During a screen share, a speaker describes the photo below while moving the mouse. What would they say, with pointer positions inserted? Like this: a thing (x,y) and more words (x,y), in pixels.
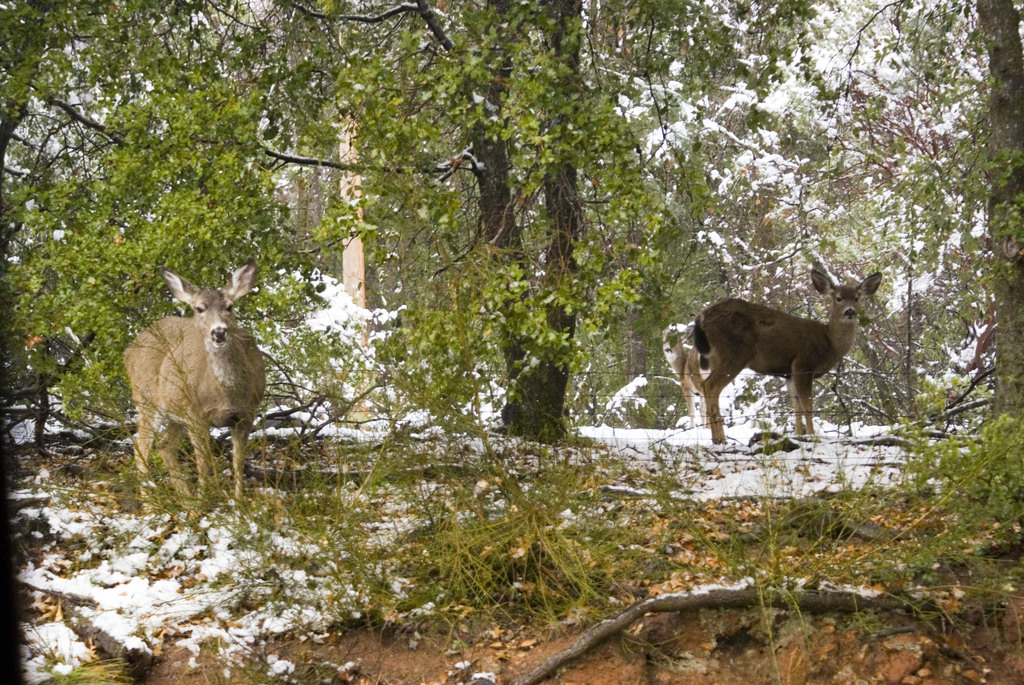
In this image I can see there are three deers (766,323) and there is the snow (199,572) at the bottom (147,593), at the back side (446,318) there are trees (620,354).
